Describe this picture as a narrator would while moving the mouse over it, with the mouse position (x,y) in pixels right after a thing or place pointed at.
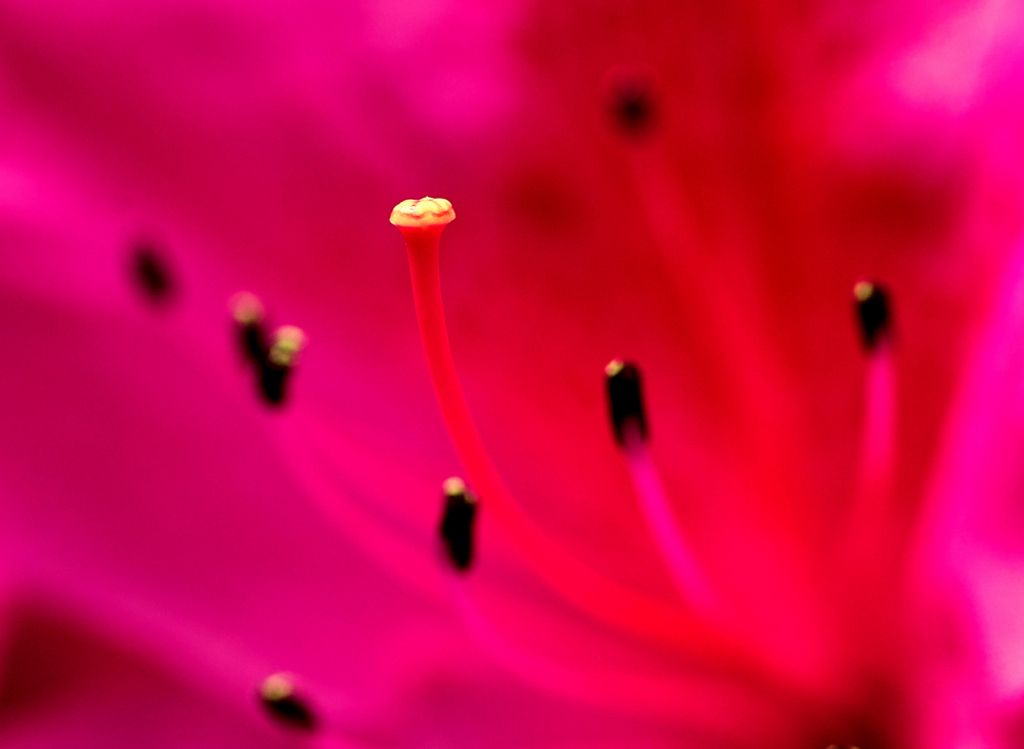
In this image we can see a flower (525,561) which is in pink color.
